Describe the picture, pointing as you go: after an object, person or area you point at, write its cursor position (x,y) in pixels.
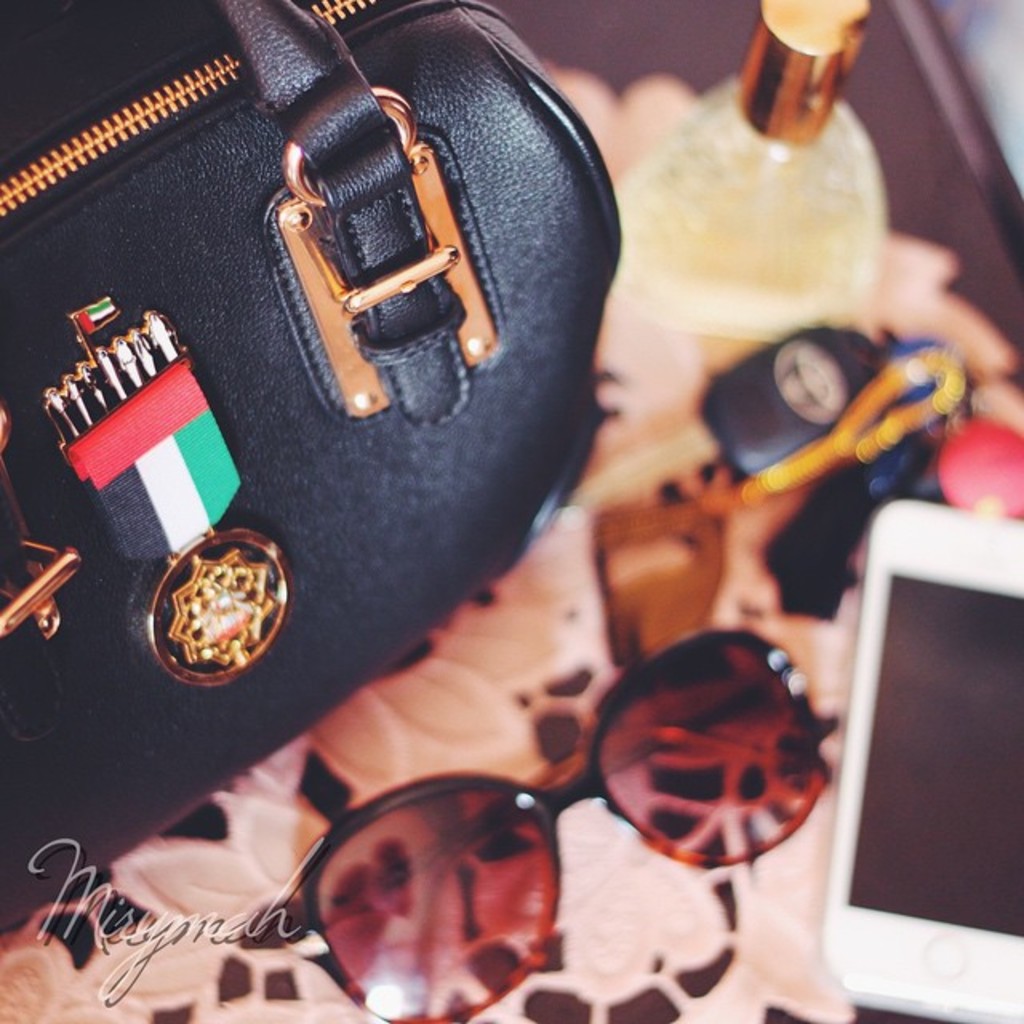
There is a handbag (363,329) in the left hand side (262,375). There is a flag (164,412). sunglasses (412,826) and some objects (835,153) on the table (586,42).
